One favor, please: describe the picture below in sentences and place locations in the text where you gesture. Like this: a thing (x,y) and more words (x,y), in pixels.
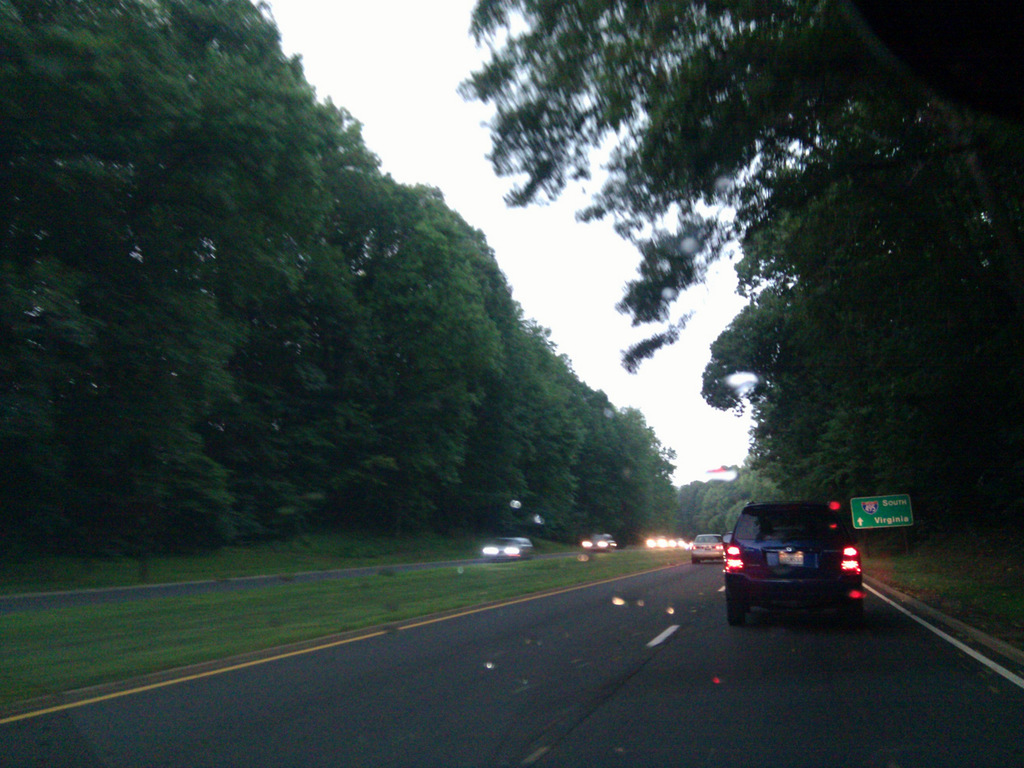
In the foreground of this image (733,555), there are vehicles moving on the road (577,704) to which trees (517,406) are either side to it. On the top (398,65), there is the sky (394,67).
